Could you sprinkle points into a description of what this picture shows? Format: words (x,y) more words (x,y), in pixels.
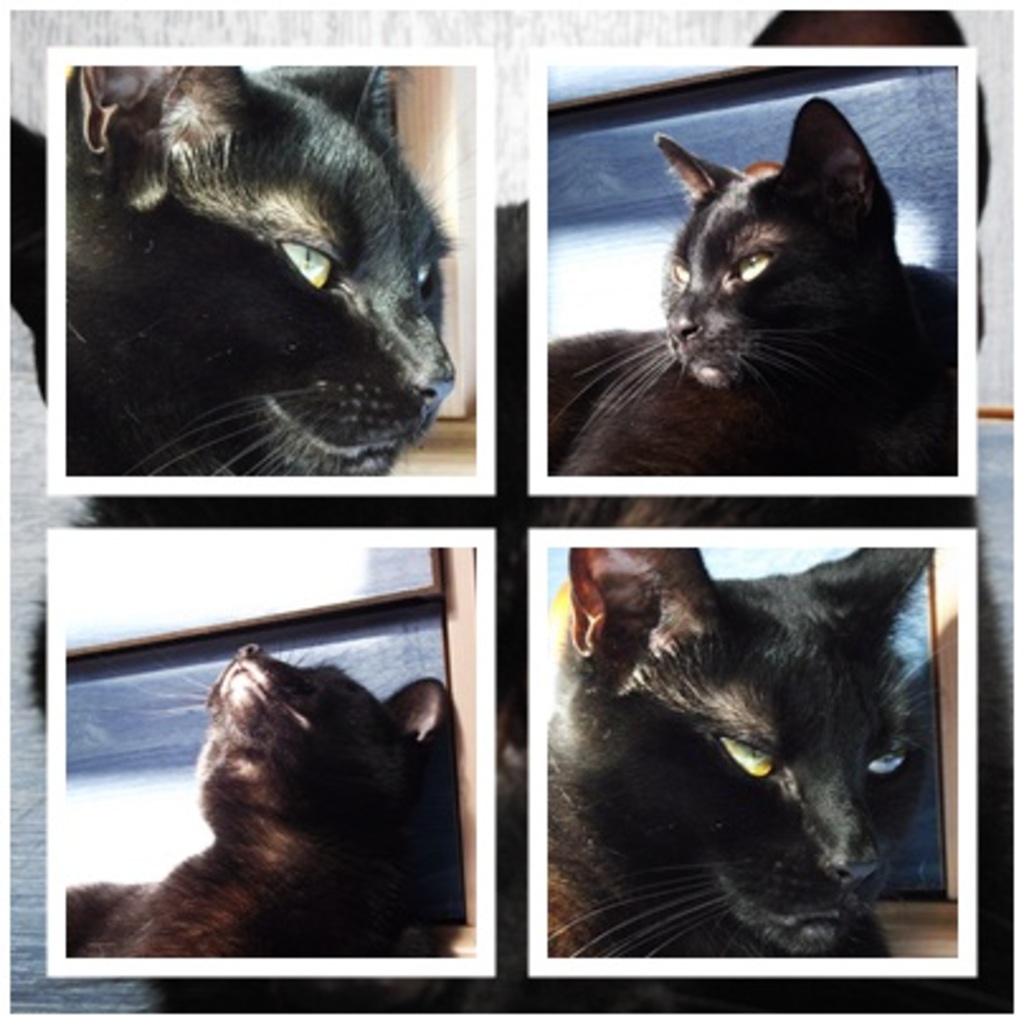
This is a collage picture. Here we can see images of cat (526,503).
